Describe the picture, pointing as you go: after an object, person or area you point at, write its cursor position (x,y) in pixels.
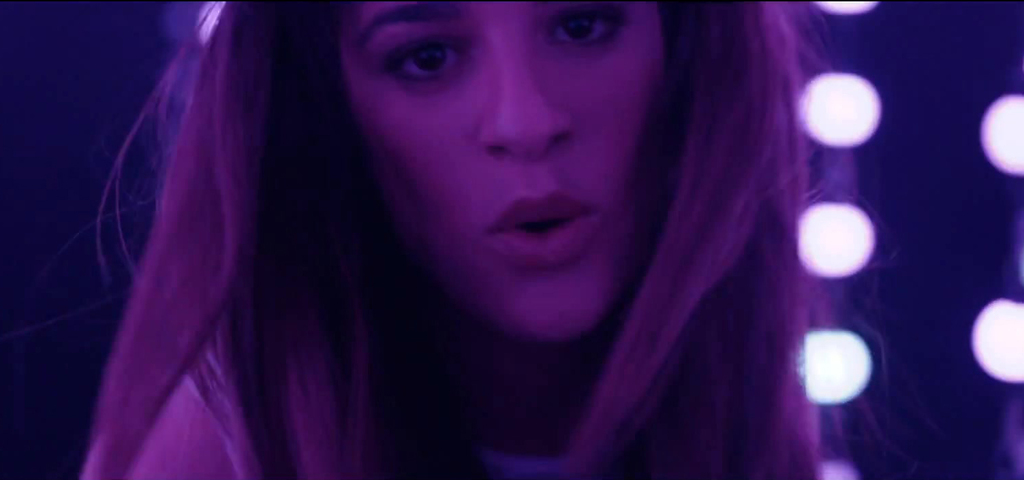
In this image a lady (580,193) is there in the background (995,157) there are lights (1006,169).
